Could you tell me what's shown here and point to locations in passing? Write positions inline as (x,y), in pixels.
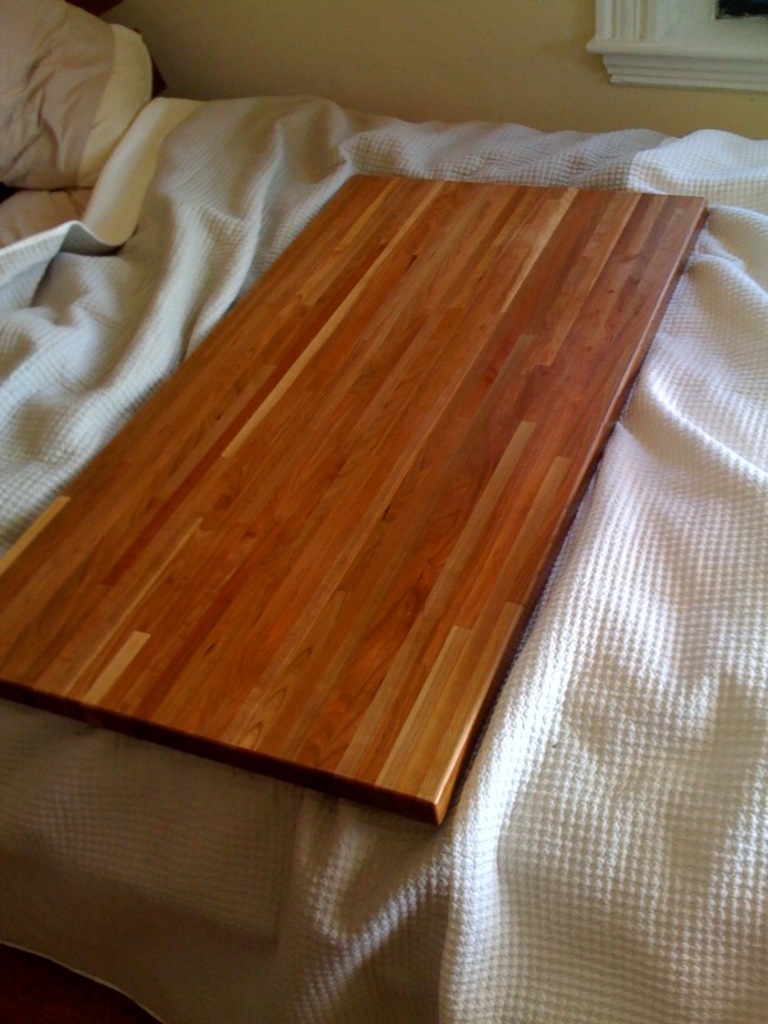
In this picture we can observe a wooden plank (367,477) placed on the bed (694,514). There is a white color bed sheet (376,169) on the bed (179,231). In the background (462,67) we can observe a wall (417,67).
